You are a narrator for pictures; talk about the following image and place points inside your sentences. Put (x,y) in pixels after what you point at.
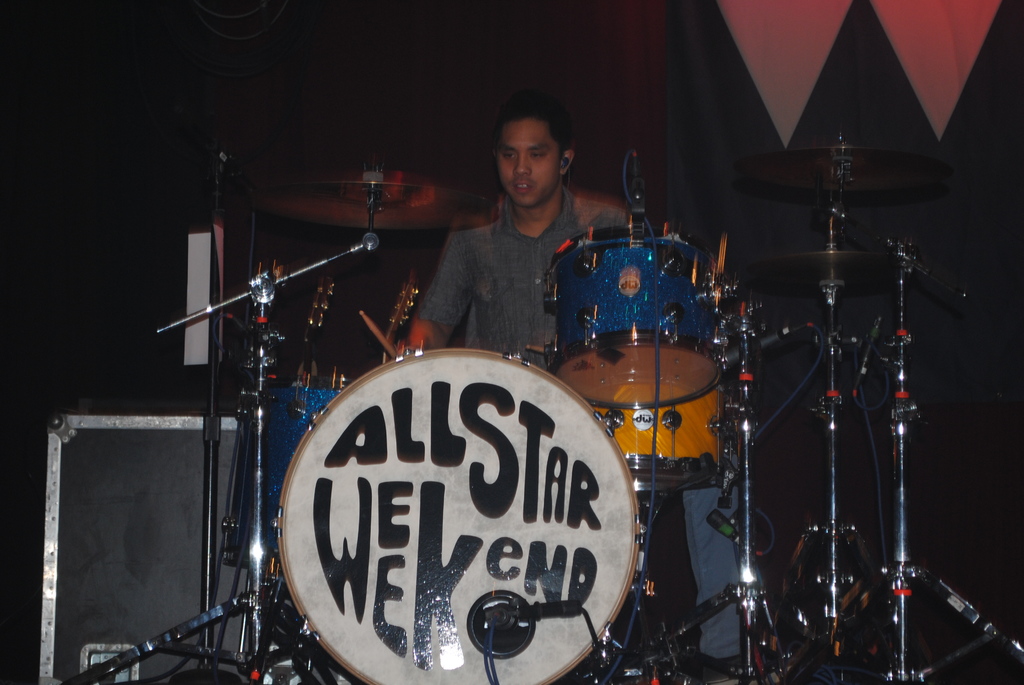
Here we can see a man (519,174) performing by playing musical instruments (376,214) and there is a mike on a stand (267,357). In the background (153,563) there is a box (153,563), cloth (763,66) on the right side (740,12) and some other objects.
